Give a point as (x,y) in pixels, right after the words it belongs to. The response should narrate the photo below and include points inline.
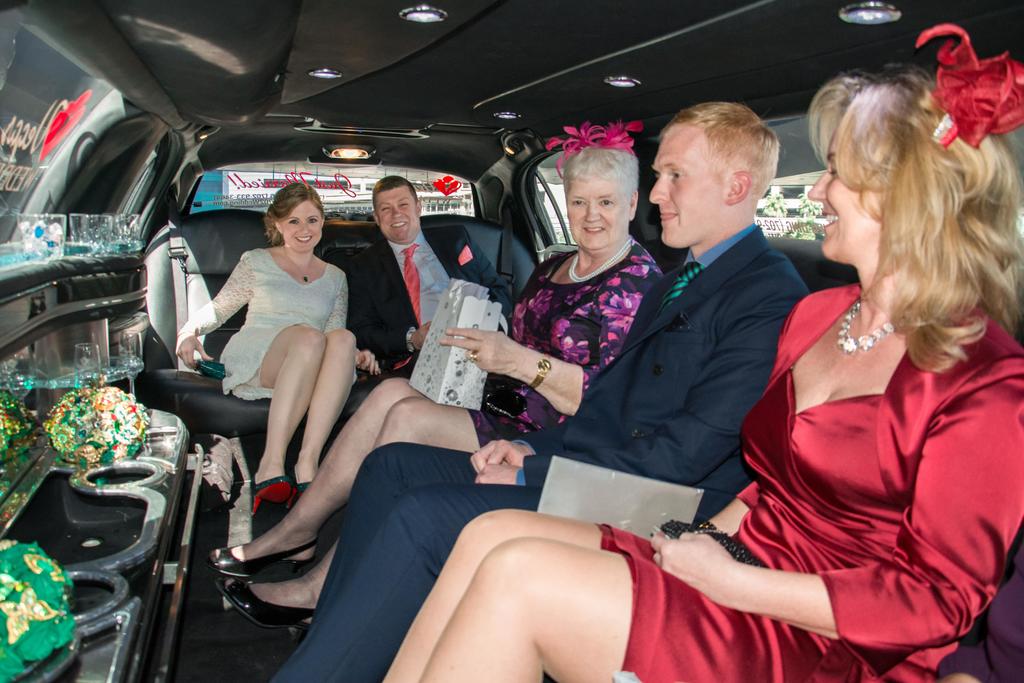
In this picture I can see that some people (417,293) sitting inside a car (203,207) and they are holding some bags (446,373), there is a window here on to the right (806,224).
